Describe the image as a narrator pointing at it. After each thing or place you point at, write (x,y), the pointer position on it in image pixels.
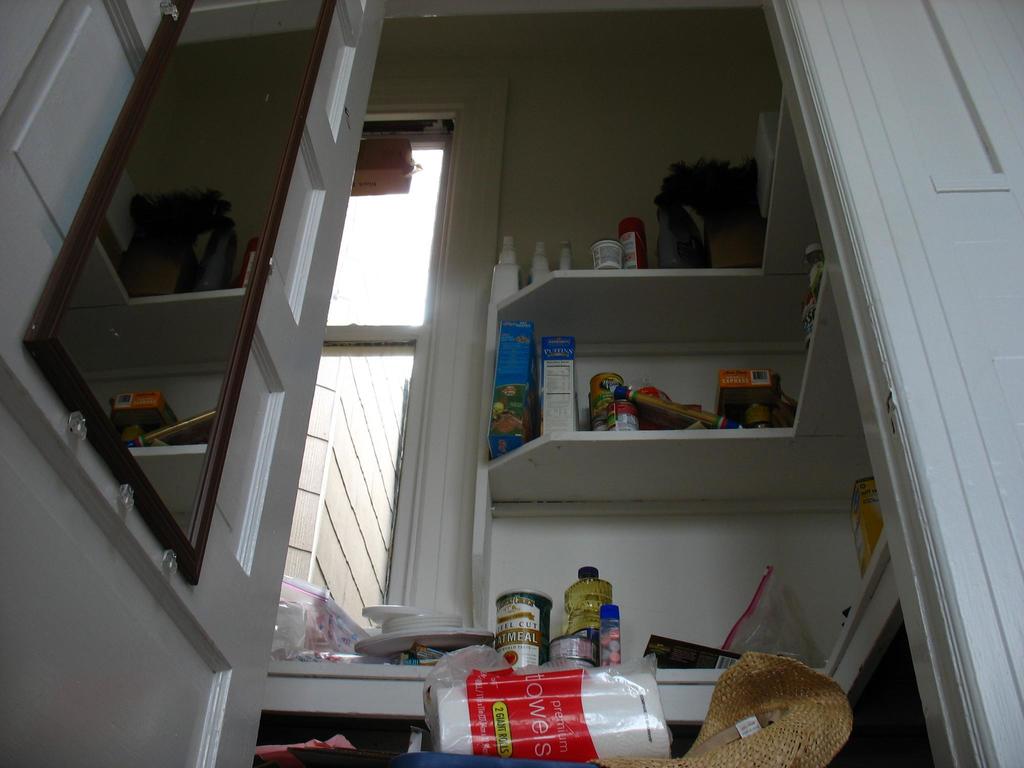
In this image we can see an inside view of a room (477,324), there are objects (659,707) towards the bottom of the image (679,706), there is an object (339,682) that looks like a table (335,670), there are objects (572,613) on the table (674,706), there are shelves (680,328), there are objects (718,409) on the shelves (727,455), there is a wall (570,121) towards the top of the image (598,67), there is a wall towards the right of the image (953,271), there are windows (376,320), there is a wall (38,587) towards the left of the image (56,444), there is a mirror (181,260) on the wall (276,260).
